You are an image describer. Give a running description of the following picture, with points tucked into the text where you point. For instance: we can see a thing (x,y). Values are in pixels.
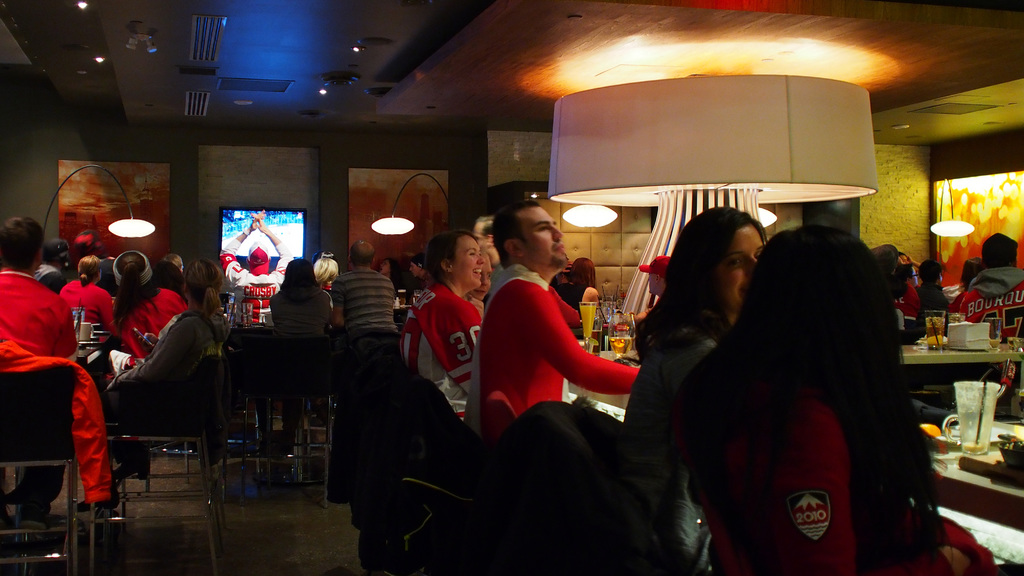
In this image few persons (432,347) are sitting on the chairs (242,358) before a table (104,348). On table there are few glass (600,346) and plates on it. A screen (236,225) is attached to the wall (310,236). There are few lamps (45,230). Few picture frames (974,254) are attached to the wall (187,210).
